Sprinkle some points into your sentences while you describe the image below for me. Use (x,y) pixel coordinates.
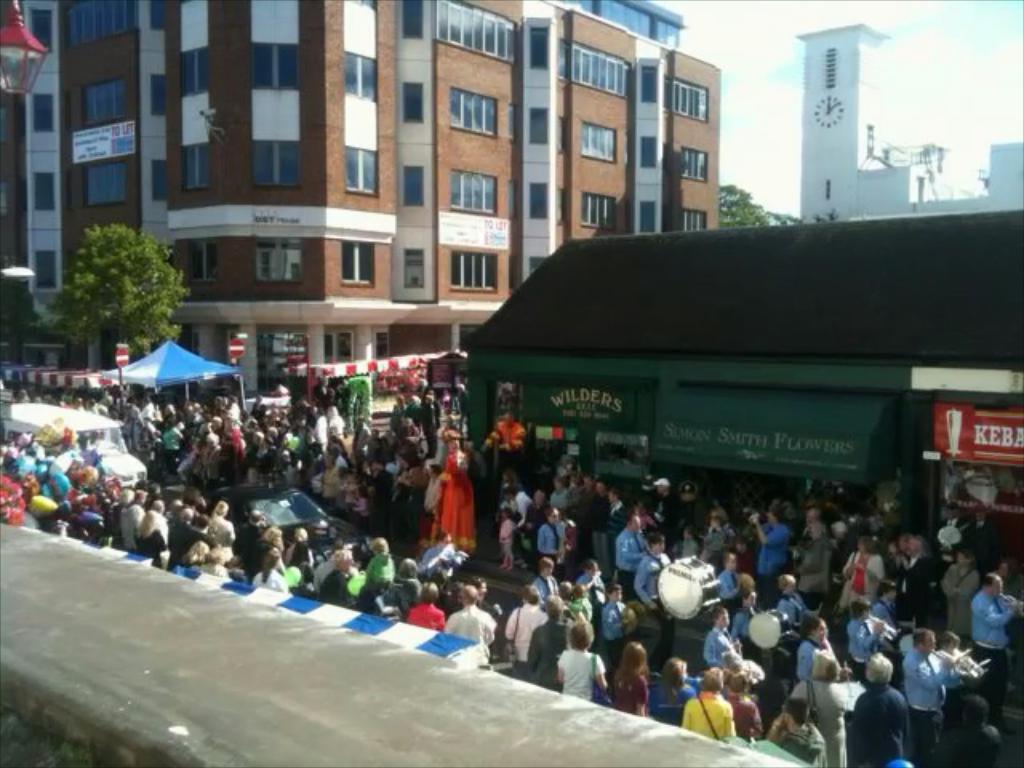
In this image we can see buildings (711,217), trees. There are few people (456,471) standing. There is a vehicle (135,462). To the right side of the image (758,624) there are people (714,634) playing musical instruments (707,604).
